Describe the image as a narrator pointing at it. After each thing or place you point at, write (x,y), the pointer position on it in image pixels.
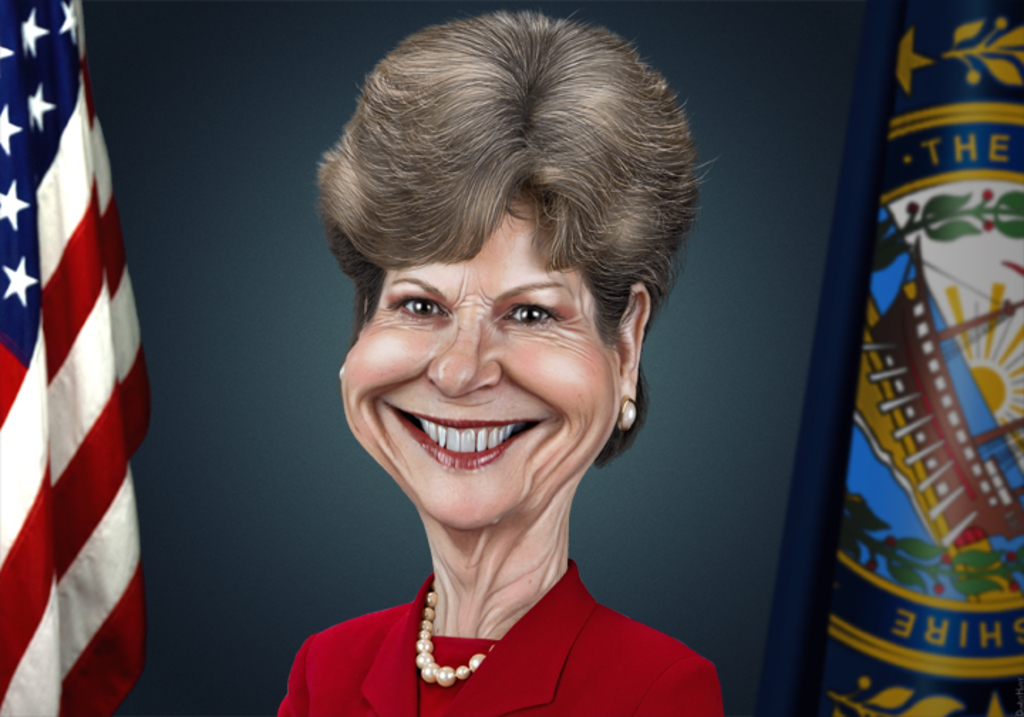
In this picture, we can see an art (539,328) of a person (554,377), flag (16,155), and some object (871,284) on right side of the picture (916,407).
